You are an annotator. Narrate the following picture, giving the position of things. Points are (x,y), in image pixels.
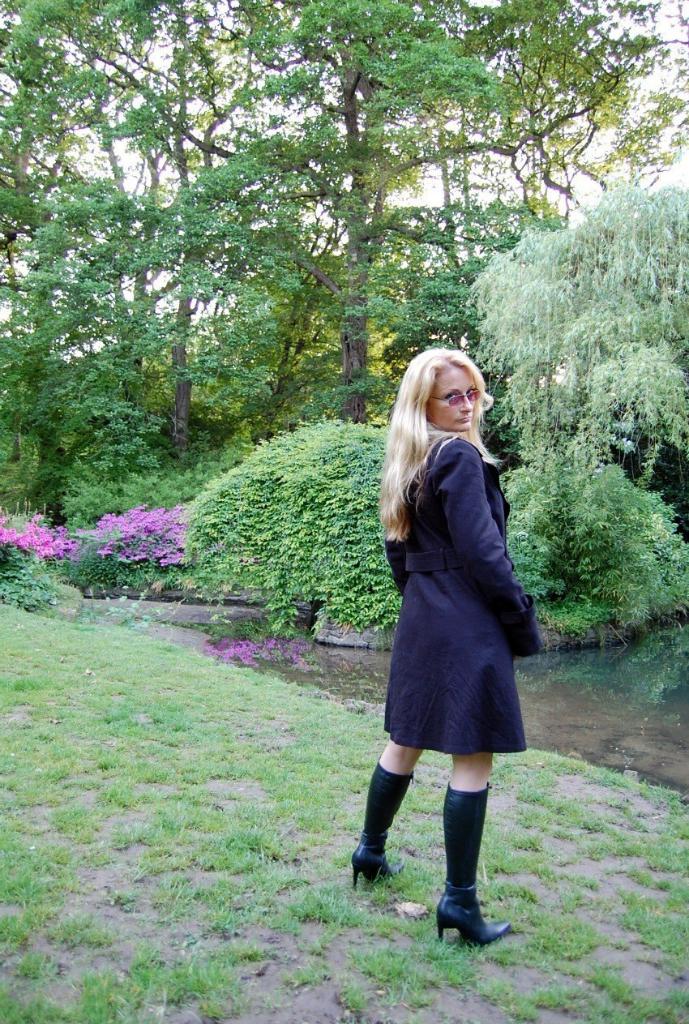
In this picture I can see a woman (408,382) standing, there are plants (335,600), flowers (47,552), grass (280,702), and in the background (217,108) there are trees (377,289) and the sky (207,108).
